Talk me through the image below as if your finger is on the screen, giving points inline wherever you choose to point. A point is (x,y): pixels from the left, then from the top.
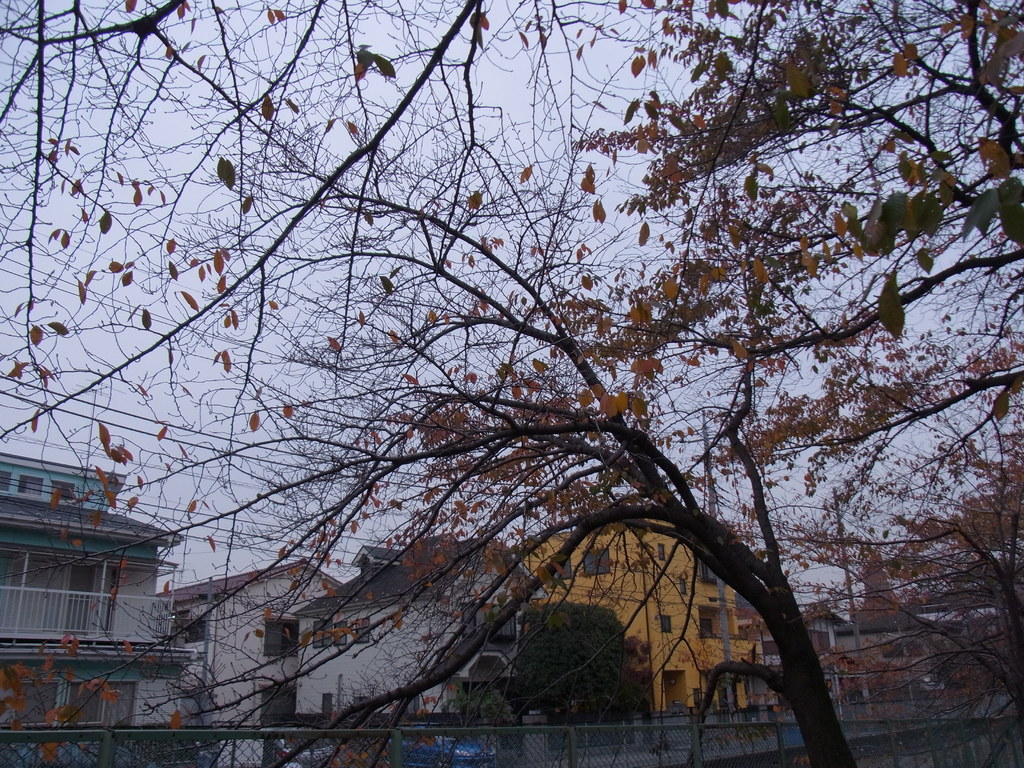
There are trees (888,545), near a fencing (457,750). In the background (735,649), there are buildings (157,558) in different colors, there are electrical lines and there is sky (217,160).
